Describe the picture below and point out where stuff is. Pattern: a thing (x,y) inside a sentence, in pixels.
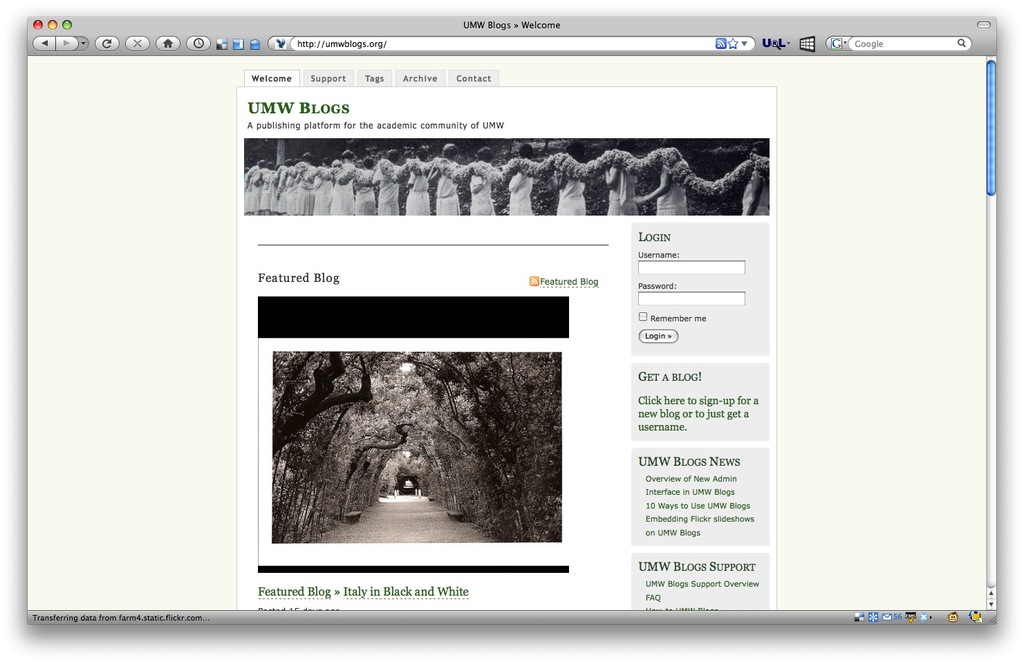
In this image there is a screenshot (438,20) of a screen (793,585).
